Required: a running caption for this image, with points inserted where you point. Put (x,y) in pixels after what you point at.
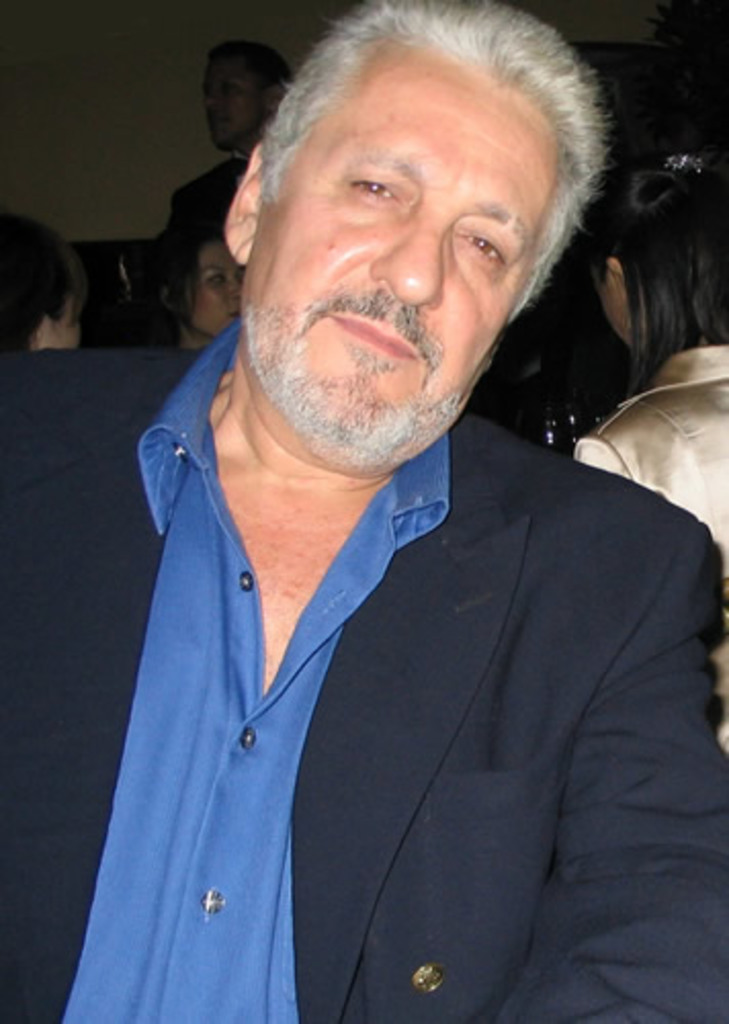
There is a man (256,685) wearing a coat (366,750) and blue shirt (199,725). In the back (720,351) there are many people (695,350).
